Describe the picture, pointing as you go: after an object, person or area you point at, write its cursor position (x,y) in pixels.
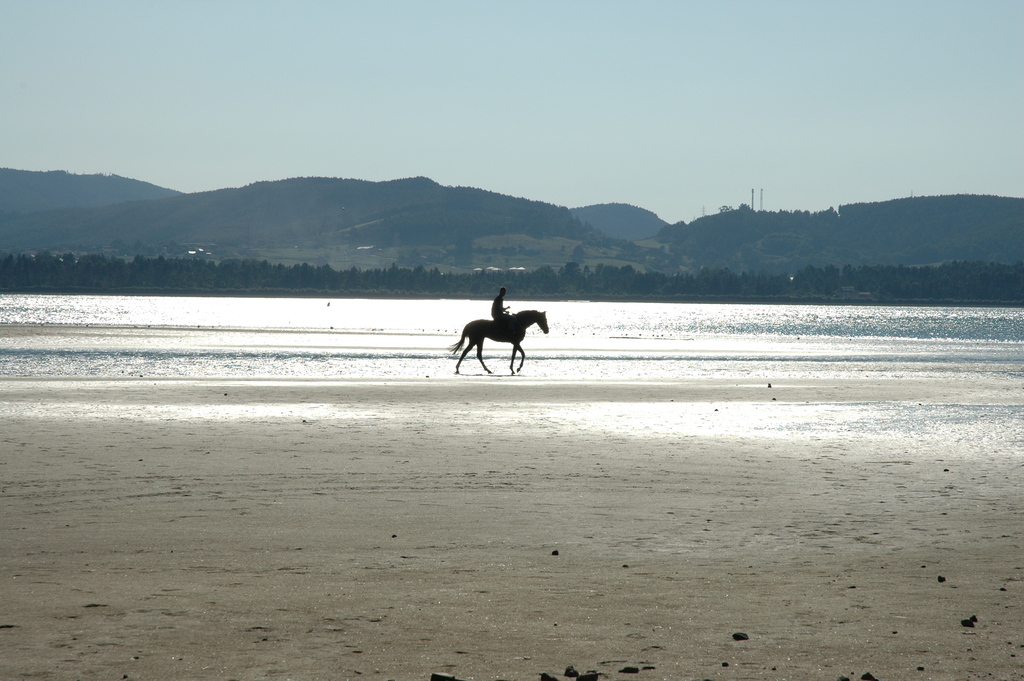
In the center of the image (514,323) we can see a person (503,311) sitting on the horse (487,326). In the background (230,312) there is a sea (252,301), trees (513,290), hills (505,228) and sky (500,30). At the bottom (257,562) there is a seashore (663,528).
